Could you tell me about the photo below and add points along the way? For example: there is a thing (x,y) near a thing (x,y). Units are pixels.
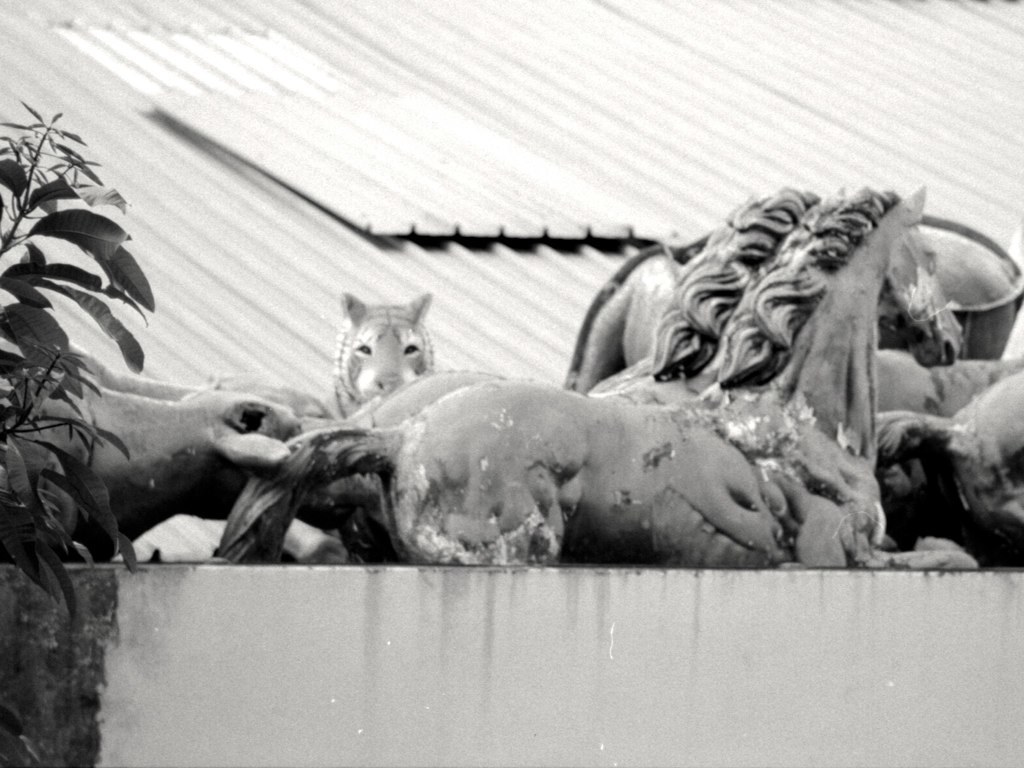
In this picture we can see statues (216,553) of animals (194,491) on the platform (469,565). On the left side of the image (26,536) we can see leaves (14,539) and stems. In the background of the image (553,218) we can see sheets (576,162).
